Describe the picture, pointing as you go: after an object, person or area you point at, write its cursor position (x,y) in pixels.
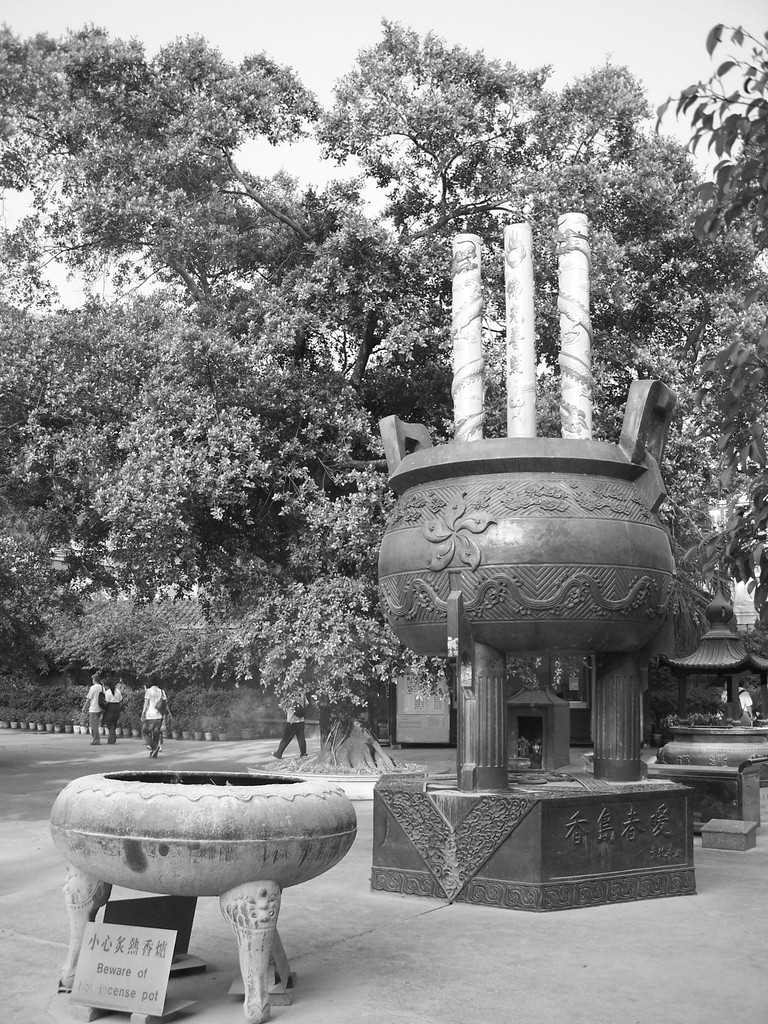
In this picture we can see statues (79,871), information board (433,715), trees (75,653) and some people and in the background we can see the sky (605,58).
